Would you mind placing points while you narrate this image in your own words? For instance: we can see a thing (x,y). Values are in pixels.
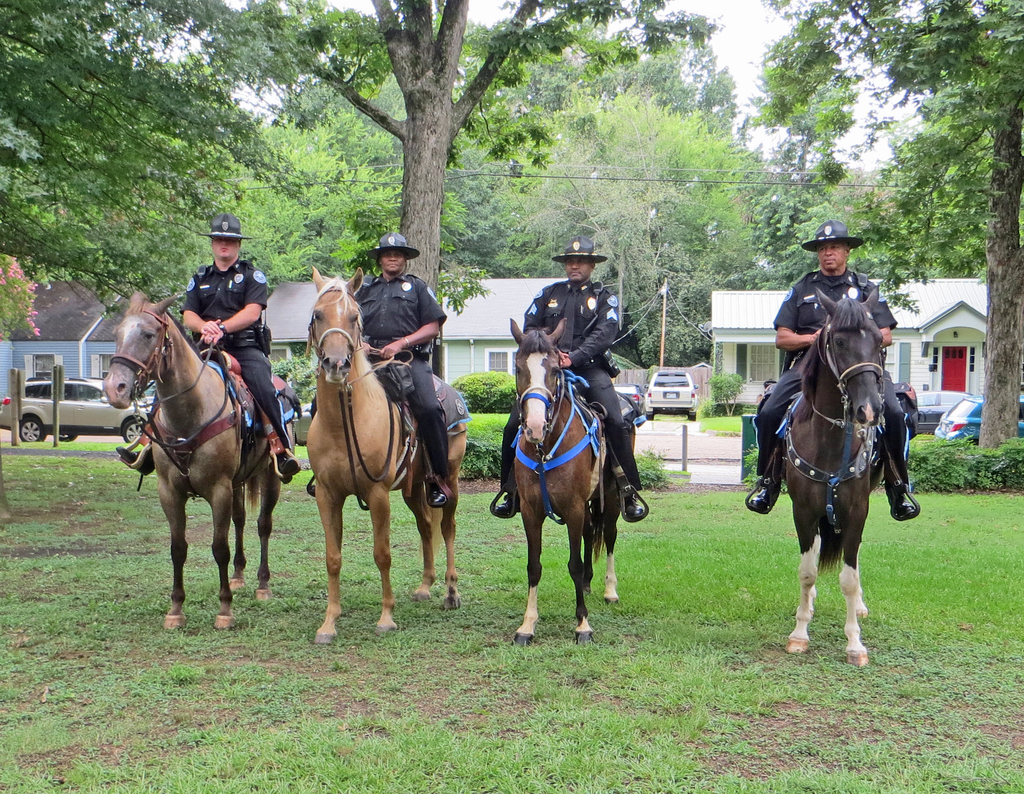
In front of the image there are people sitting on the horses (445,598). At the bottom of the image (580,735) there is grass (580,735) on the surface (475,671). In the background of the image (1021,454) there are plants (494,435), bushes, poles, cars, trees (629,206) and buildings (74,372). At the top of the image (755,39) there is sky (713,47).
